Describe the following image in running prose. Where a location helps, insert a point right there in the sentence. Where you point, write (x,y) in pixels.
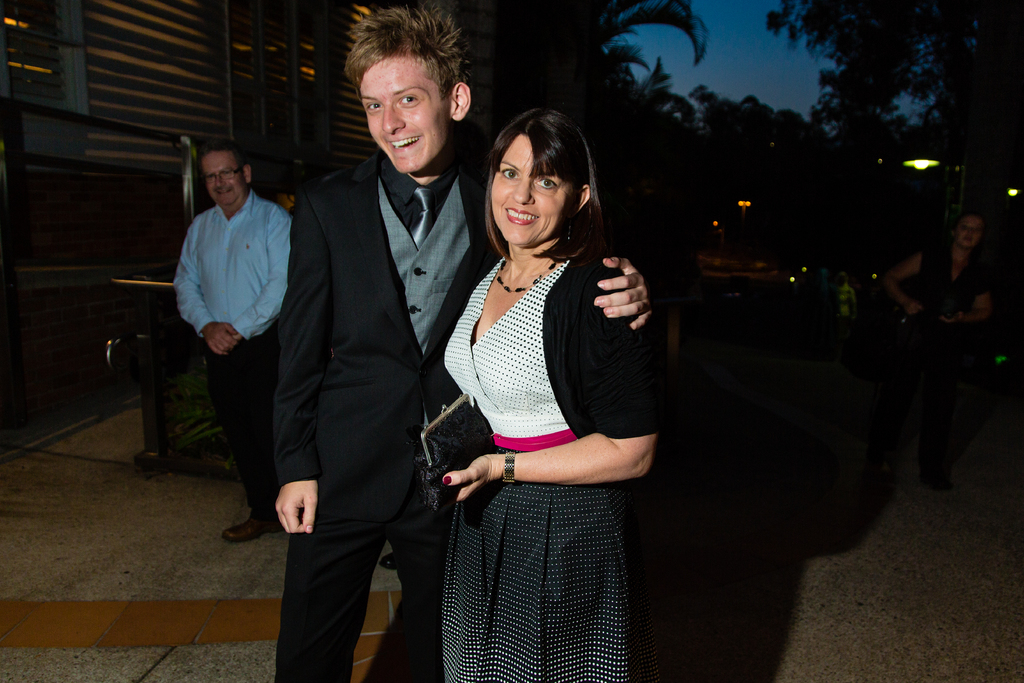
In this image I can see group of people (463,385) standing. In front (494,560) the person (492,546) is wearing black and white color dress (479,530), the person (380,442) at left (316,405) is wearing black and gray color dress (349,299). Background (675,157) I can see few lights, trees (695,150) and the sky (729,68) is in blue color.
